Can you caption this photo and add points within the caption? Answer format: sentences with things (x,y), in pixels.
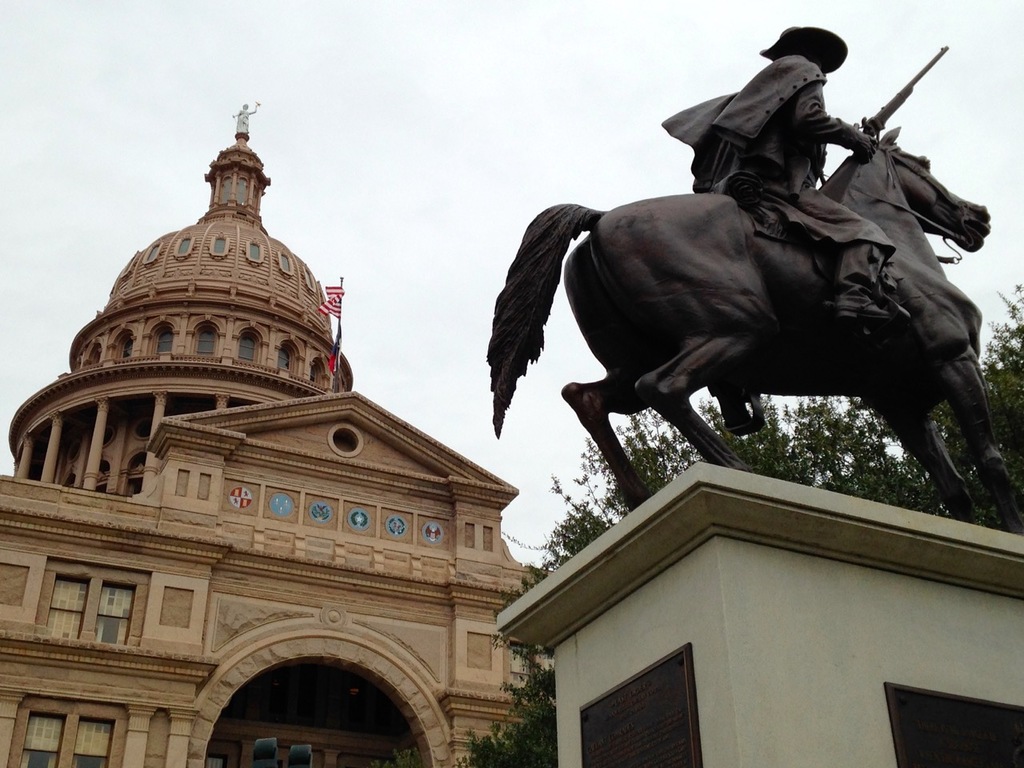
In the foreground of the picture (860,296) there is a statue (807,290) of a person (778,174) on the horse (800,267). In the center of the picture (593,510) there is tree (515,756). On the left (178,494) there is a building (280,463), on the building (333,414) there are flags (331,307) and statue (241,128). In the background (421,111) it is sky (975,120), sky (446,130) is cloudy.
